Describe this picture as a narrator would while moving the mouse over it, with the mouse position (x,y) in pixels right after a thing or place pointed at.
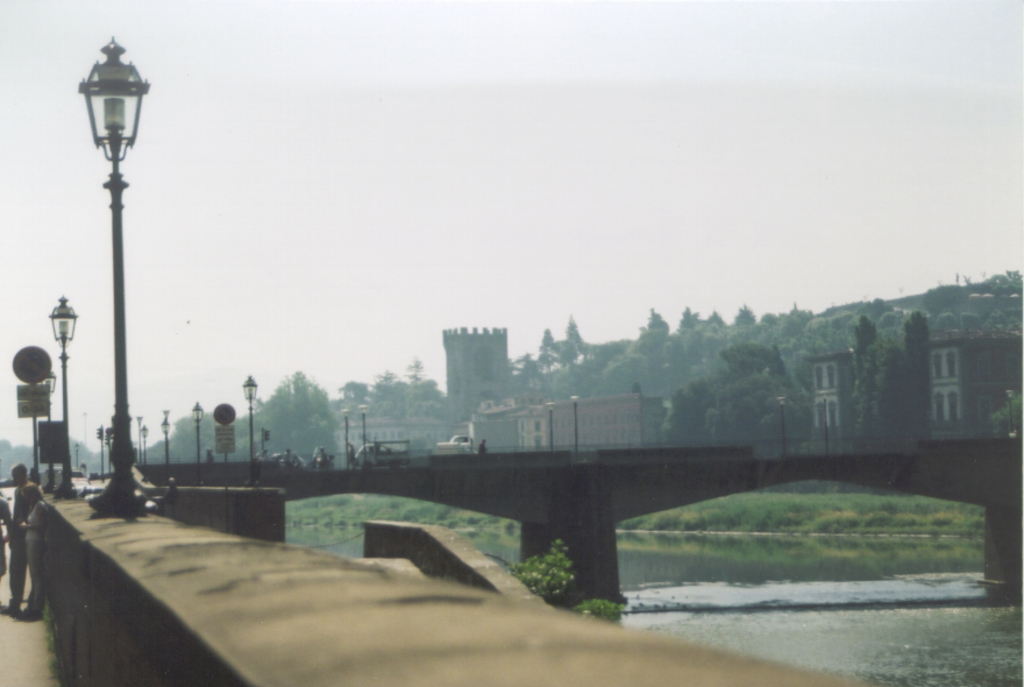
In this image few street lights (112,451) are on the wall (169,527). Left side (16,579) few persons (36,535) are standing on the floor (12,629). Middle of the image (397,449) there are few vehicles (369,463) on the bridge (450,480). Right side (989,638) there is water (865,609). Left side (54,442) there are few poles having boards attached to it. Background (958,361) there are few trees (556,358) and buildings (506,354). Top of the image (606,135) there is sky (565,186).
